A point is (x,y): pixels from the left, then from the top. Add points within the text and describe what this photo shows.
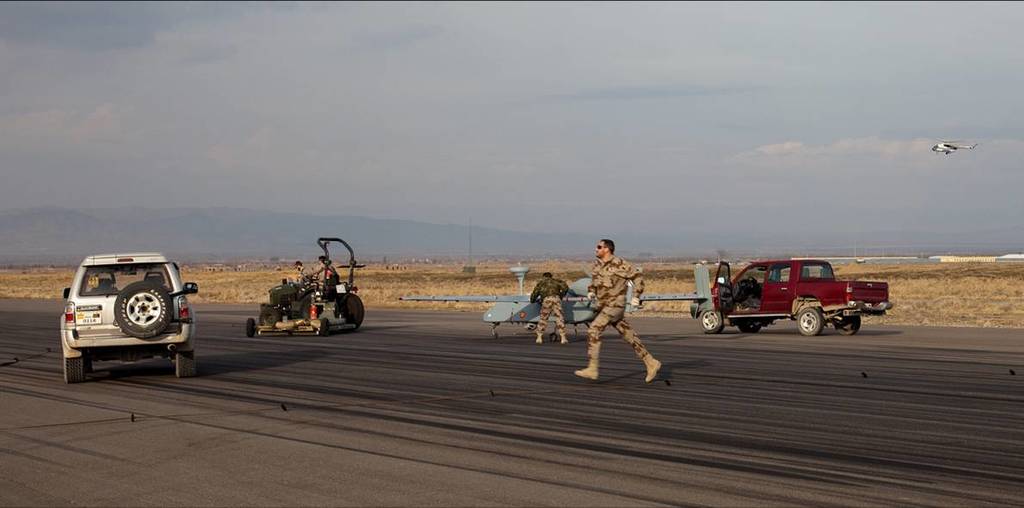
In this image there are cars (800,301), aircraft (591,311) on the road (475,401). Beside the vehicles (334,283) people (545,320) are standing. At the back side (473,284) there is a grass (453,273) on the surface (456,274). At the background (420,260) there are buildings (285,262), mountains (252,236) and sky (376,119). At the right side of the image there is a helicopter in the air (967,141).
